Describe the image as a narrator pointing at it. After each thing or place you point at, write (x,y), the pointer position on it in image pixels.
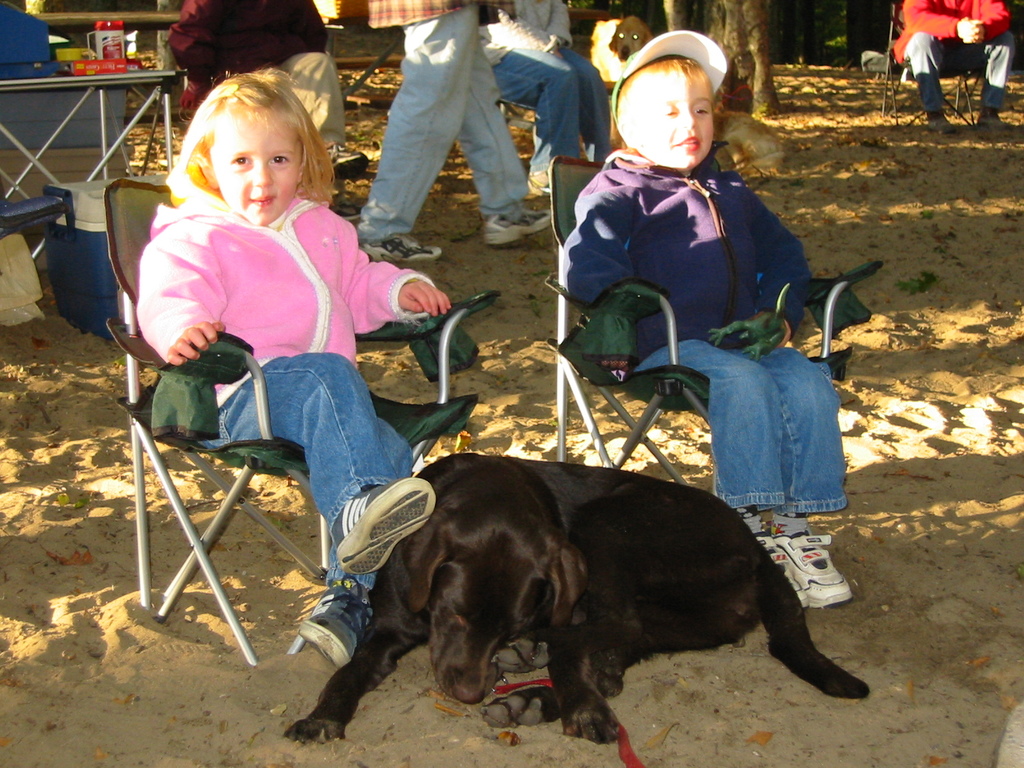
In this picture I can see couple of kids (659,221) seated on the chairs (622,307) and I can see a black color dog (524,599) and a man (413,142) walking and few of them seated on the back (547,55) and I can see a cup (115,48) and few items (59,48) on the table (93,76) and I can see a plastic box (76,231) on the ground (50,293).
